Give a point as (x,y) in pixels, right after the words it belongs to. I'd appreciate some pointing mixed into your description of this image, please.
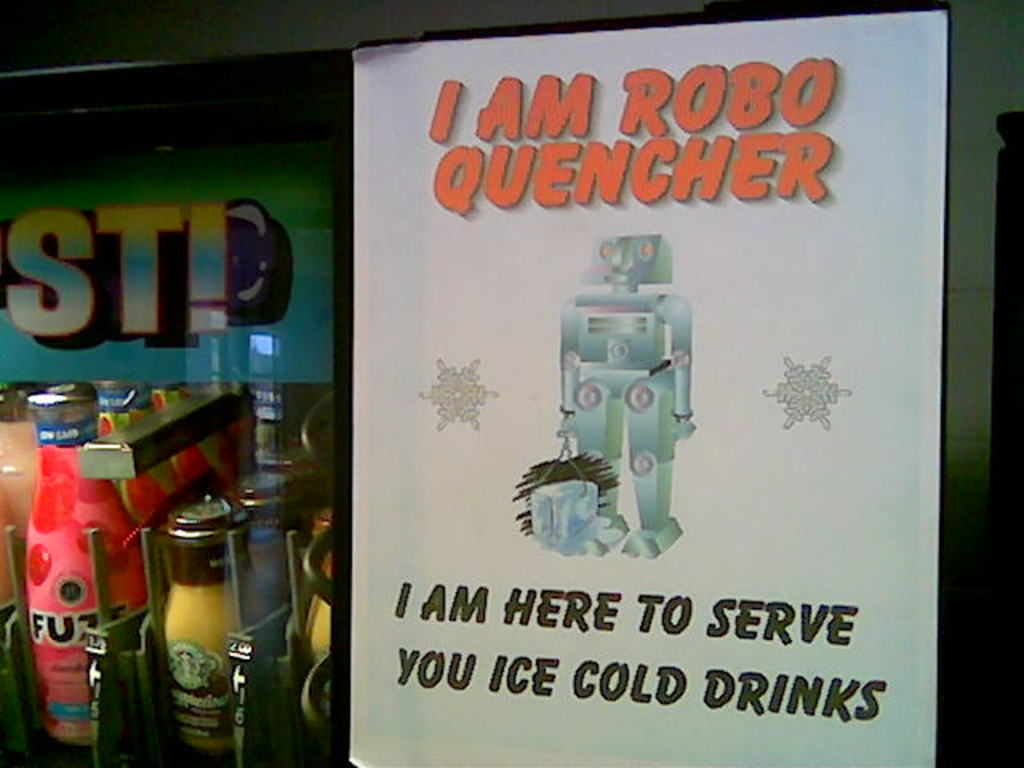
As we can see in the image, on the left side (254,623) there are bottles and on the right side (815,390) there is a paper (733,390).
